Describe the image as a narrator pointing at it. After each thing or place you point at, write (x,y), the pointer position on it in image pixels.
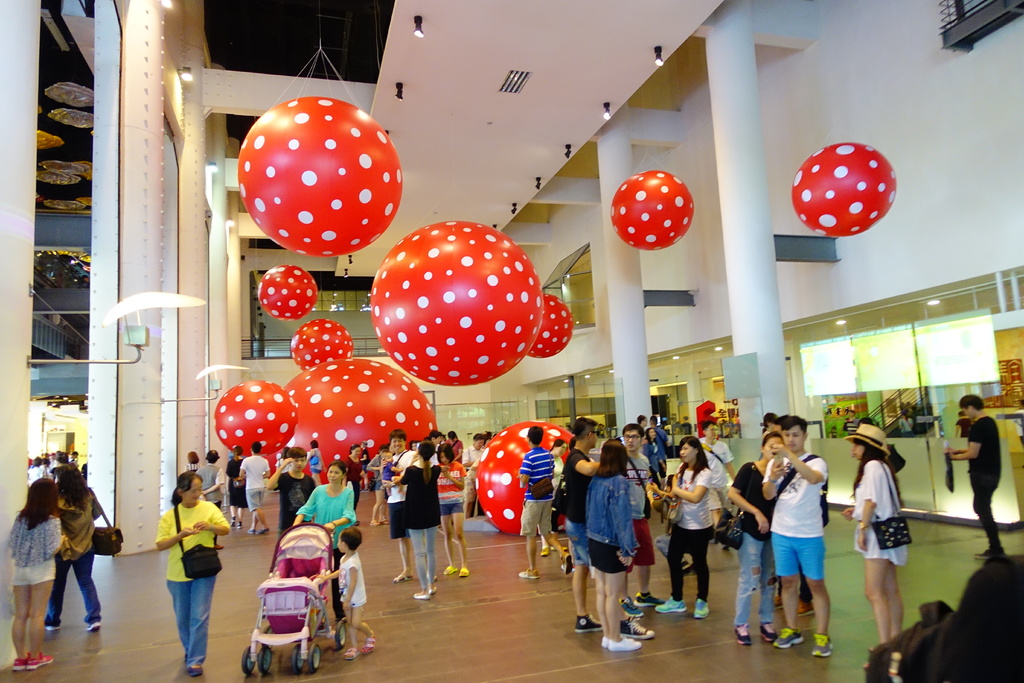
As we can see in the image there are few people (721,508), stairs (891,418), screens (889,380), balloons (279,182), lights (538,180) and white color wall (954,161). At the front (288,593) there is a baby wheelchair (302,586).
